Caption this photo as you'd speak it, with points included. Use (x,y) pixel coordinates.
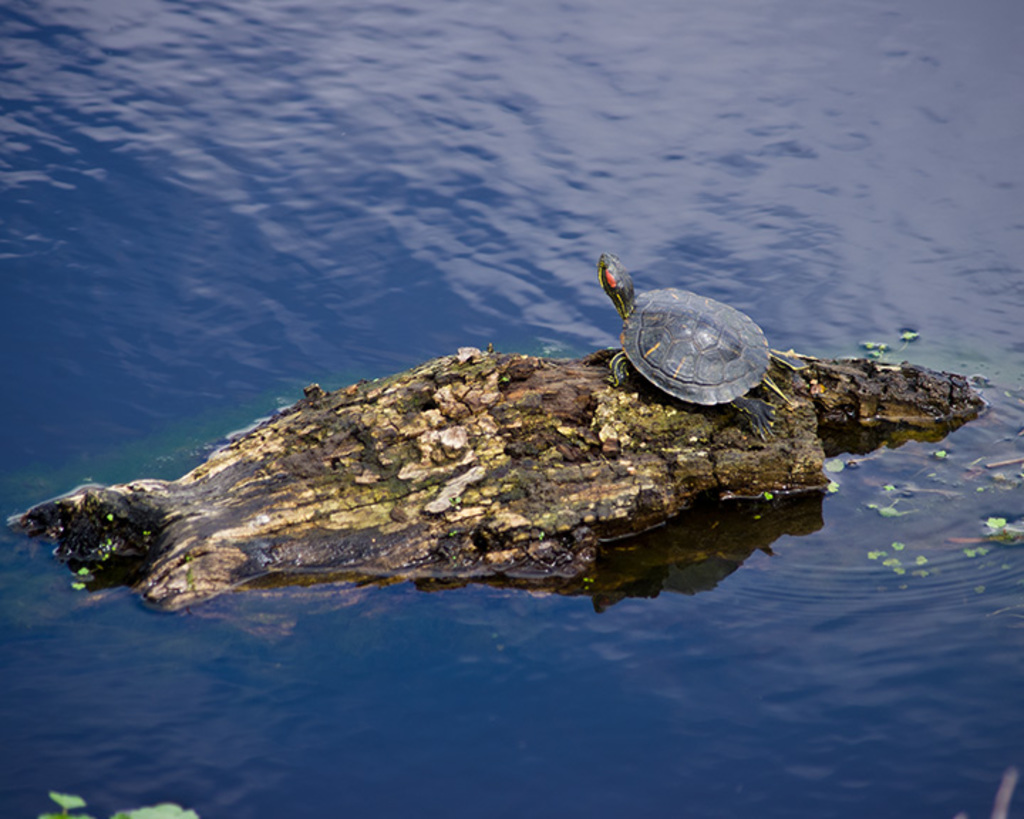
In this image we can see a wood (697,467) floating on the water (442,153) and tortoise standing on the wood (743,489).
